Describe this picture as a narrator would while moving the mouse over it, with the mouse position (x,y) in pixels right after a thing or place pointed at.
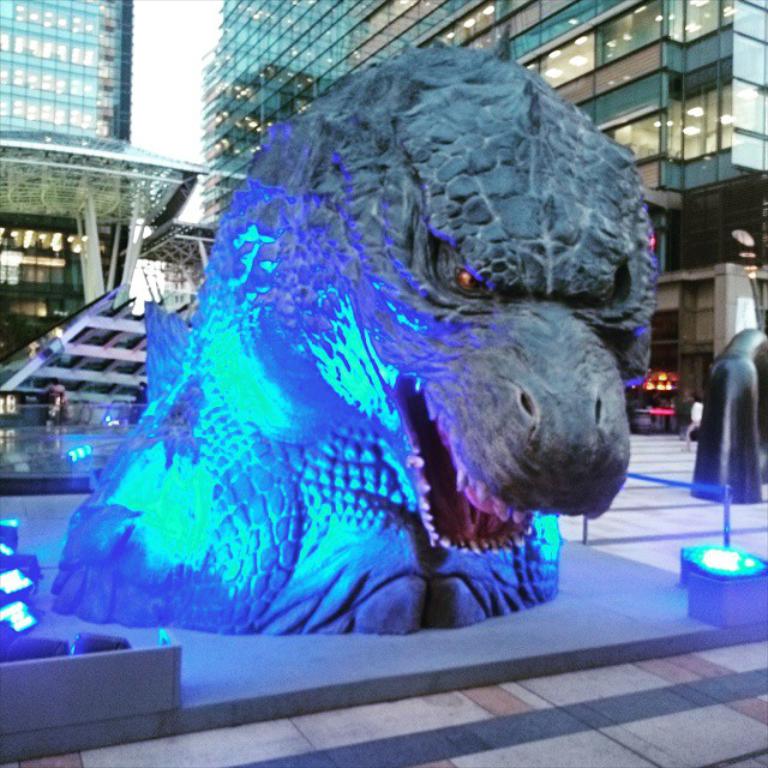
In this image, we can see a sculpture (335,514) and in the background (67,93), there are buildings (611,132) and we can see some lights (721,559).
